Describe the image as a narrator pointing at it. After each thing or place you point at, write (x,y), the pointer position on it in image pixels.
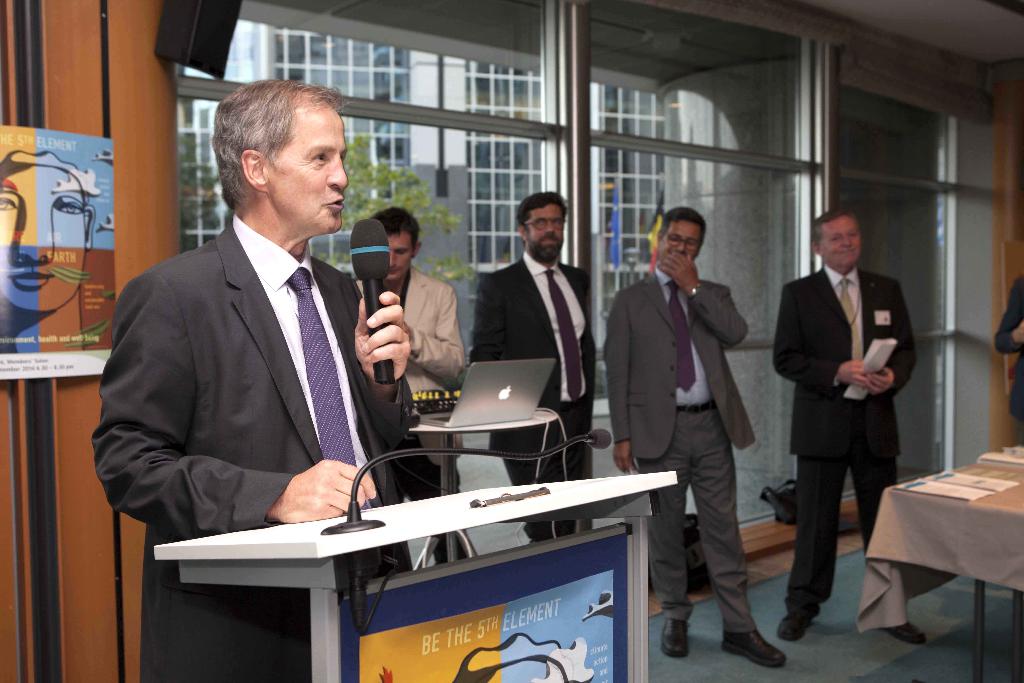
In this image, we can see persons (553,334) wearing clothes (824,302) and standing in front of the window (477,193). There is a person (249,299) on the left side of the image (211,325) standing in front of the table (315,542) and holding a mic (369,246) with his hand (354,353). There is a laptop (470,397) on the table (540,417) which is in the middle of the image (518,425). There is an another table (944,499) in the bottom right of the image (969,502) covered with a cloth (969,502).
